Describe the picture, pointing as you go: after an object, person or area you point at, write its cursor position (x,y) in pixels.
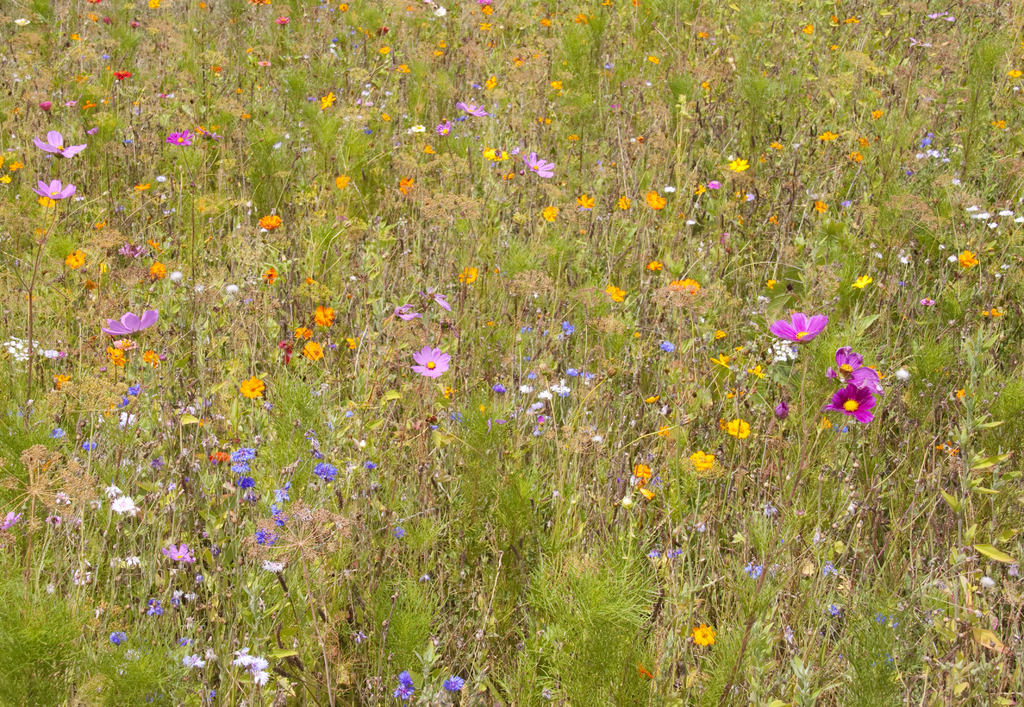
In the image we can see some plants (858,209) and flowers (40,138).
